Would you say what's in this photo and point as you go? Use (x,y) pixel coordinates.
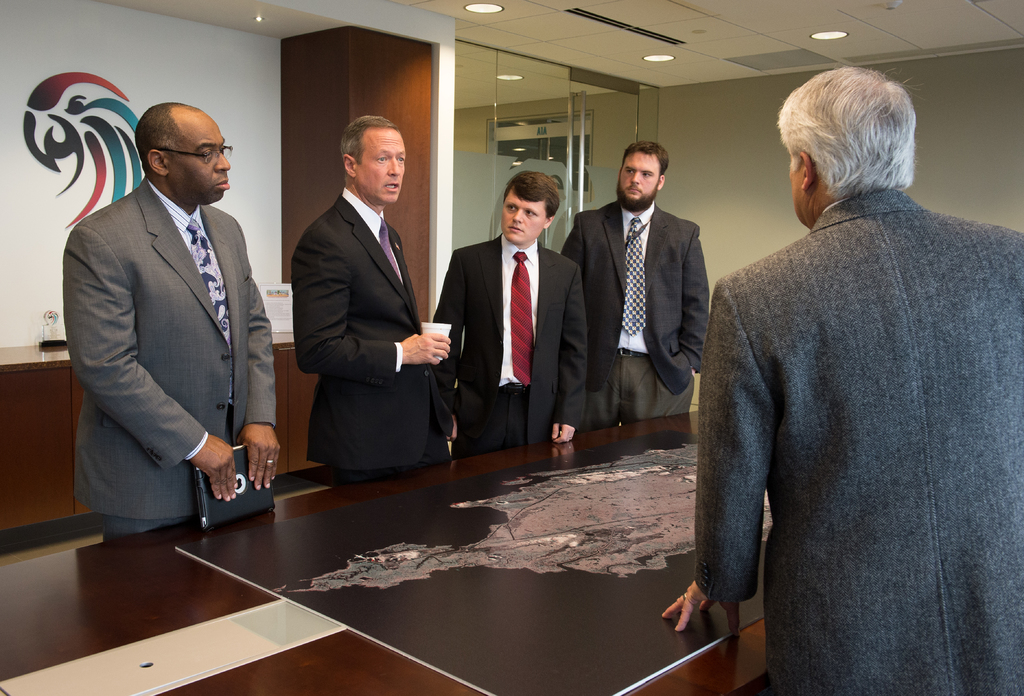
This is an image clicked inside the room (229,129). In this room (363,293) I can see five men (632,374) are standing beside the table (234,584). On the top of the image (650,56) I can see lights (479,6). Everyone are wearing suits (357,343) and discussing something.
